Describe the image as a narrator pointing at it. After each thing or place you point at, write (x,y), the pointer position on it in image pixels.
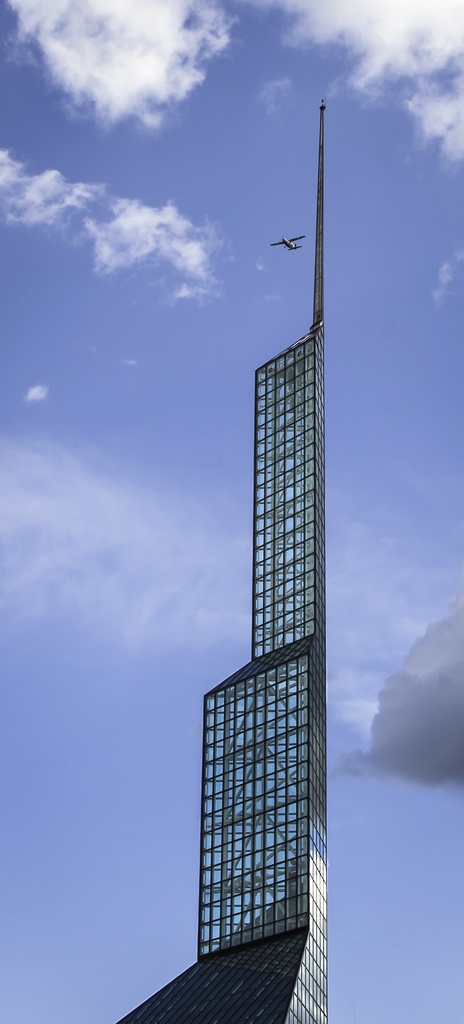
In the image there is a high- rise building (245,815) and there is a plane (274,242) flying in the sky (232,331).
